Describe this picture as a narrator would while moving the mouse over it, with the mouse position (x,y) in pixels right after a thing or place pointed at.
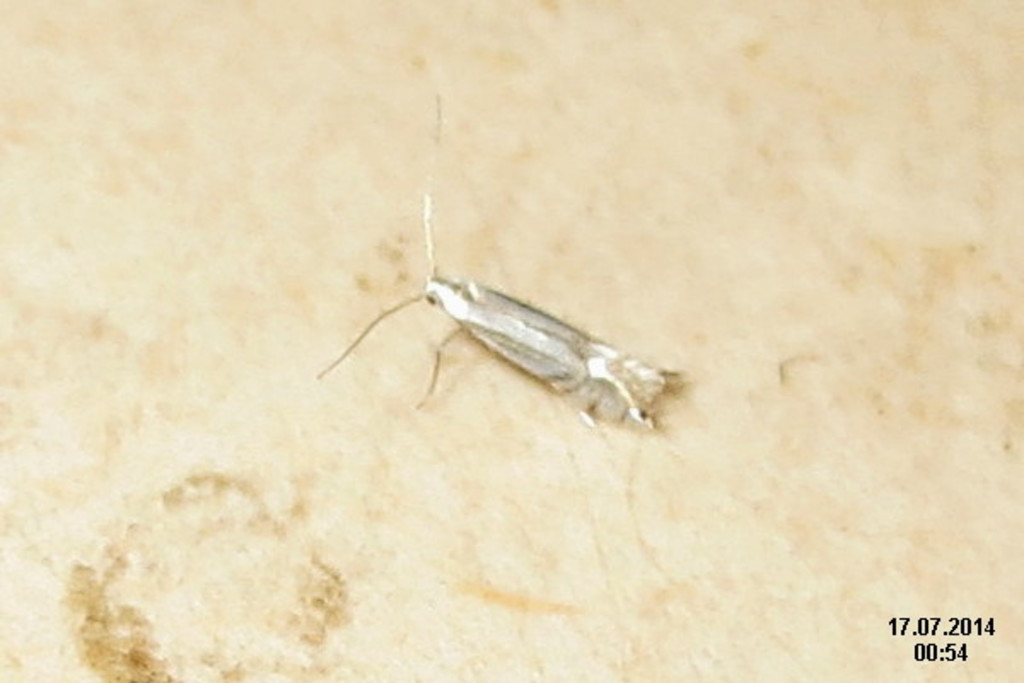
In this picture we can see an insect (456,333) on the surface (634,285) and in the bottom right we can see some numbers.
